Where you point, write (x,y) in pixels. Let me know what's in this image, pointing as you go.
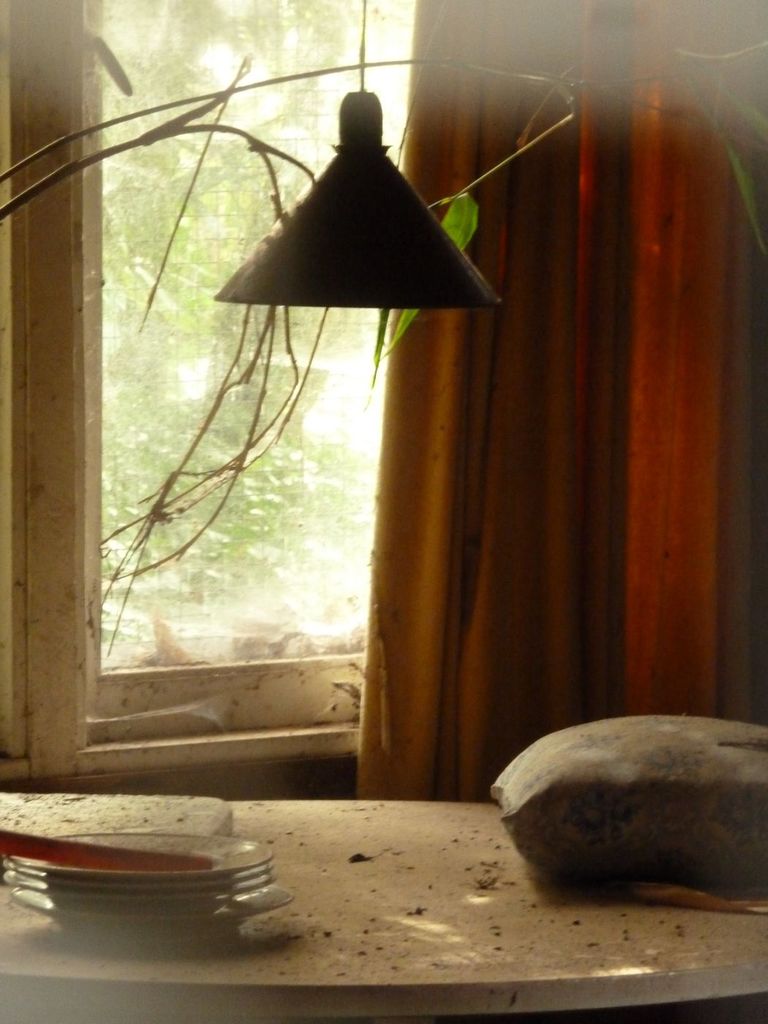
In the picture we can see light (321,230), somethings (276,895) on table (409,934) and in the background (170,528) there is curtain (640,164), window (117,499) through which we can see some trees (125,329).
